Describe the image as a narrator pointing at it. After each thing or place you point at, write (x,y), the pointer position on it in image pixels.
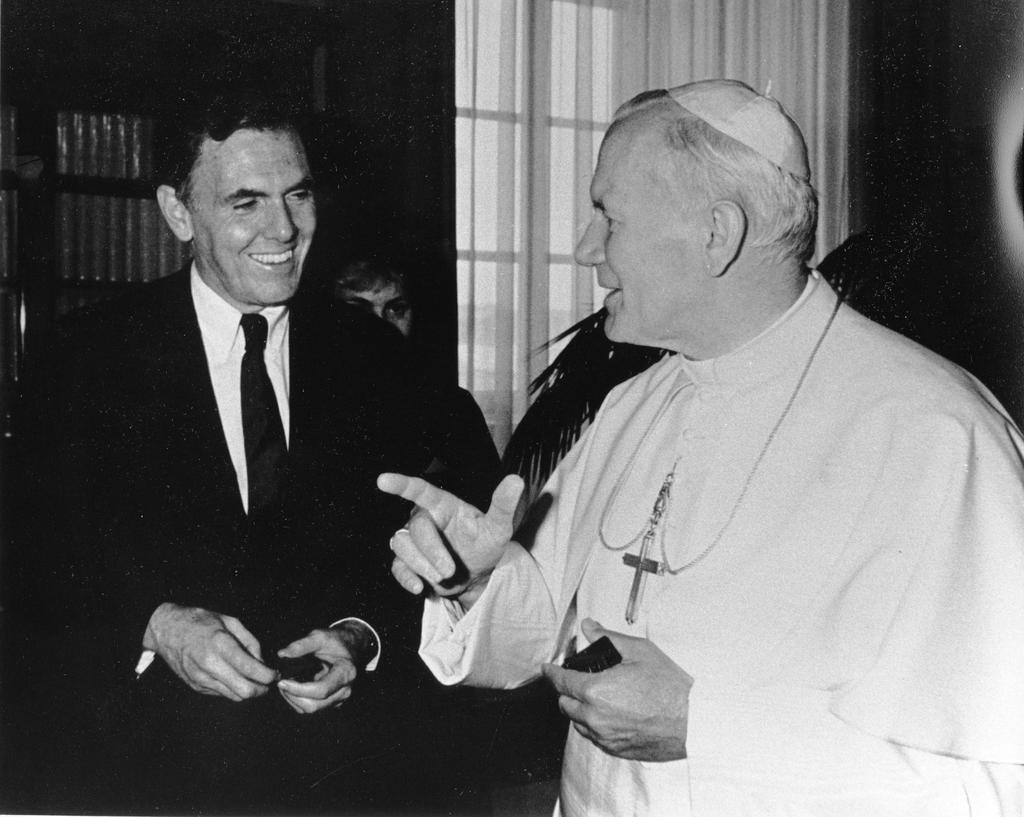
As we can see in the image there are two persons (434,488) talking. The man (293,482) on the left (216,471) is wearing black color jacket (203,414) and laughing. The man (708,446) on the right side (770,578) is wearing white color dress (757,448) and behind these two persons (720,418) there is a window (505,145).
